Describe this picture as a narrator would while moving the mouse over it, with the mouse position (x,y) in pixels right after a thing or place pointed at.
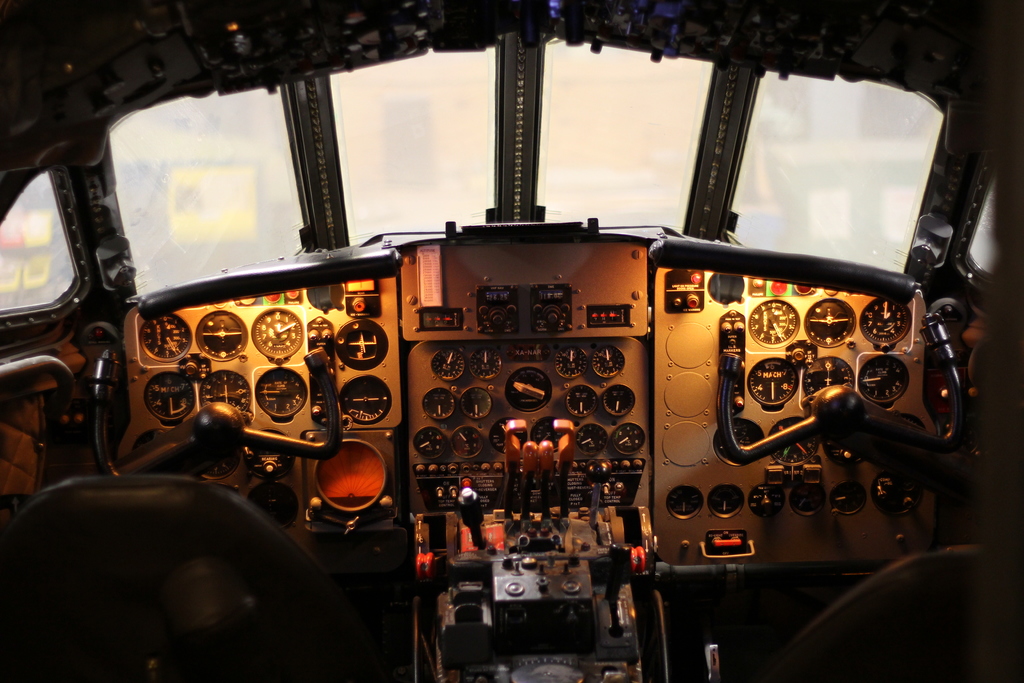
This image is clicked inside a vehicle (461,527). There are display meters (367,414) inside the vehicle (581,488). At the top (280,138) there are glass windows (216,166) to the vehicle (655,133). At the bottom (899,607) there are seats (272,565).
